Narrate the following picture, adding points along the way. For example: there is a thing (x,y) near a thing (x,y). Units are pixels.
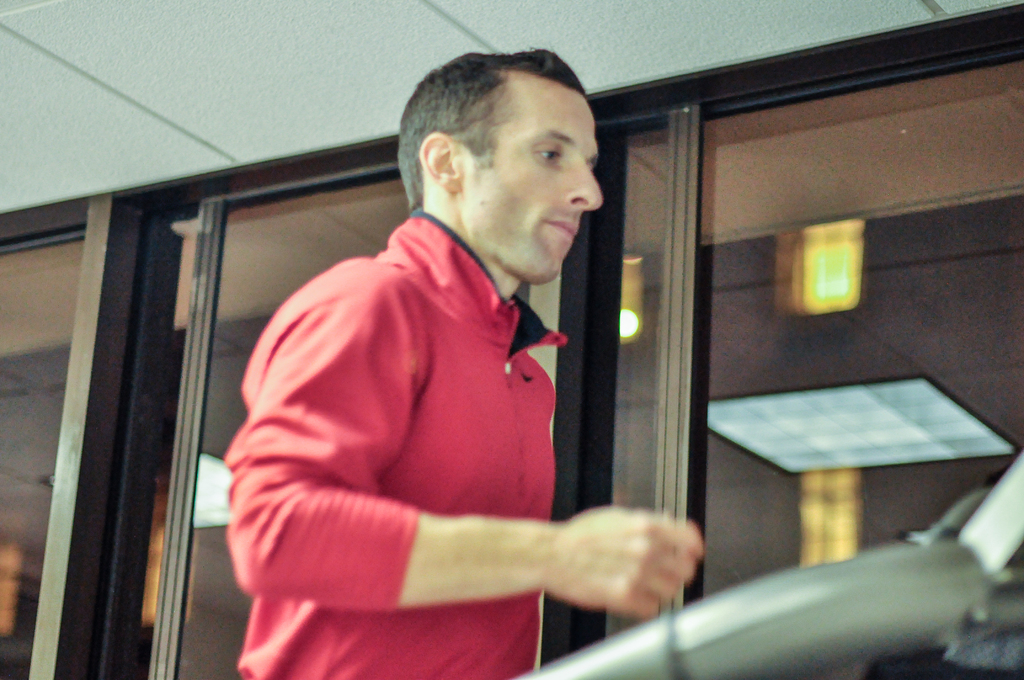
In this picture there is a man (437,310) who is wearing red jacket (402,411). He is standing on the treadmill machine (882,599). In the back (842,403) there is a door (178,490) and window (758,421). On the right (833,245) there is a light (822,304). At the top (182,52) there is a roof (312,19).
